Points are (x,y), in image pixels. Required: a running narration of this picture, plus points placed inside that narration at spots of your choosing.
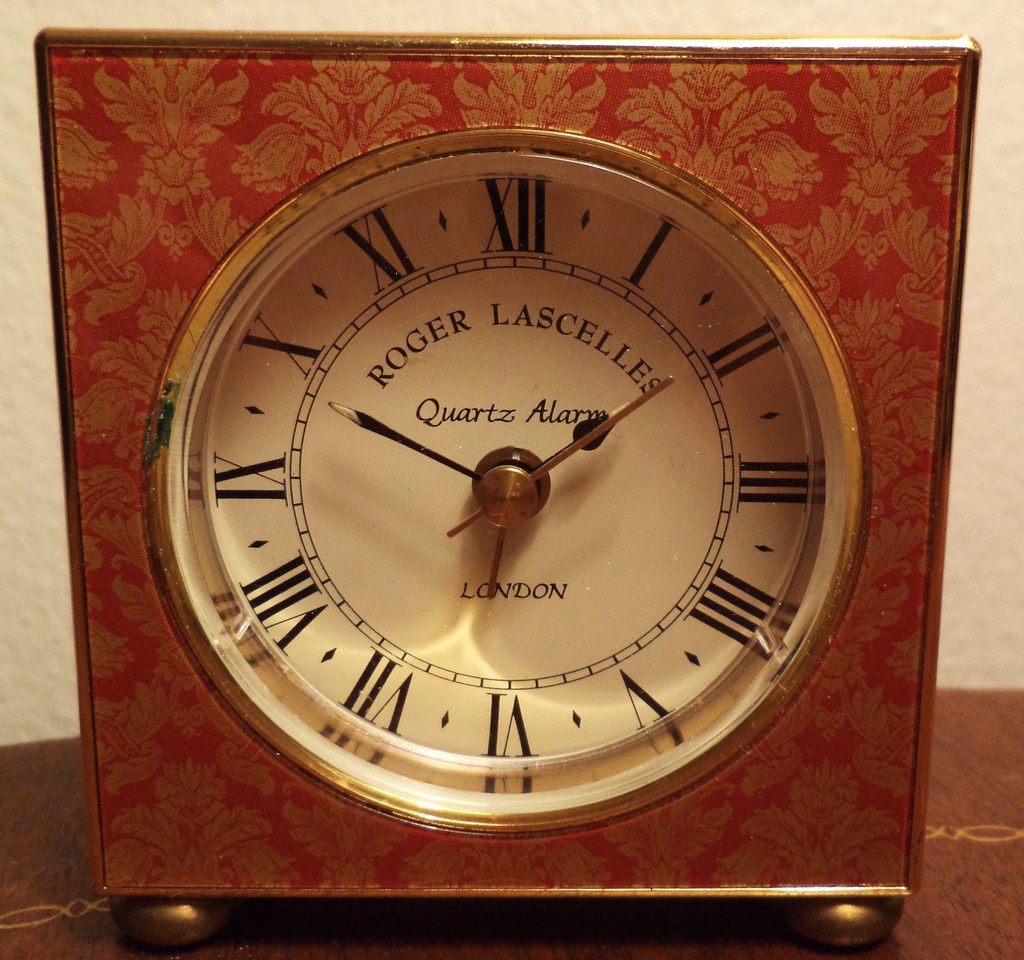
In this image we can see a clock (344,769). In the background (545,14), it seems like a wall (53,570).
